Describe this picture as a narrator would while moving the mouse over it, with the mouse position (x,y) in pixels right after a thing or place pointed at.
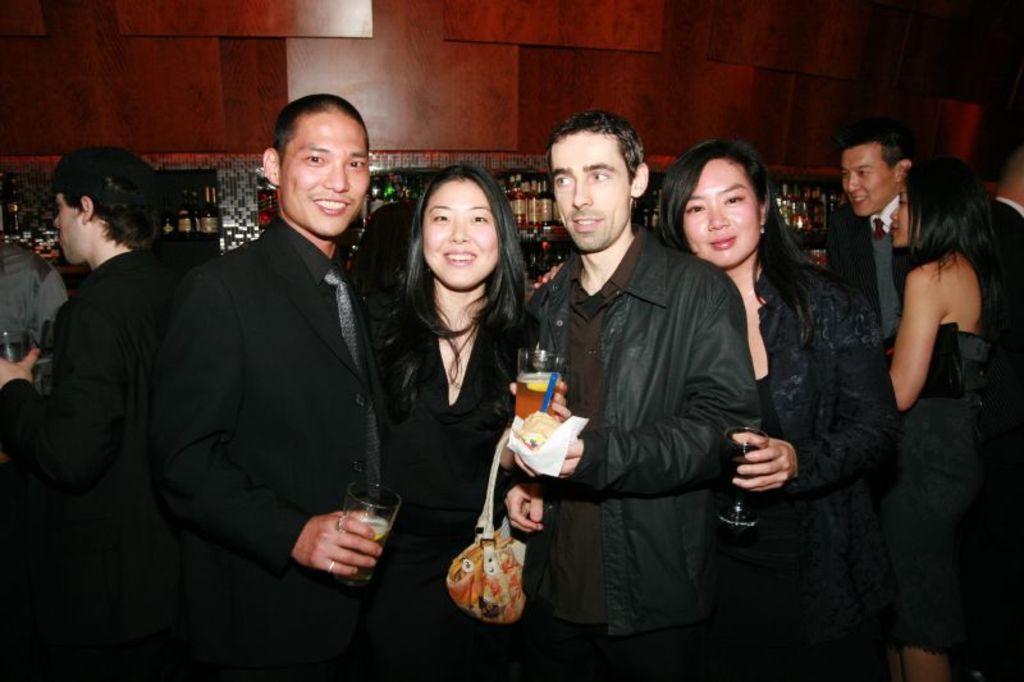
In this picture I can see few people (573,329) standing and couple of them holding glasses (17,334) in their hands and a woman (483,198) wore a hand bag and I can see few bottles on the back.
